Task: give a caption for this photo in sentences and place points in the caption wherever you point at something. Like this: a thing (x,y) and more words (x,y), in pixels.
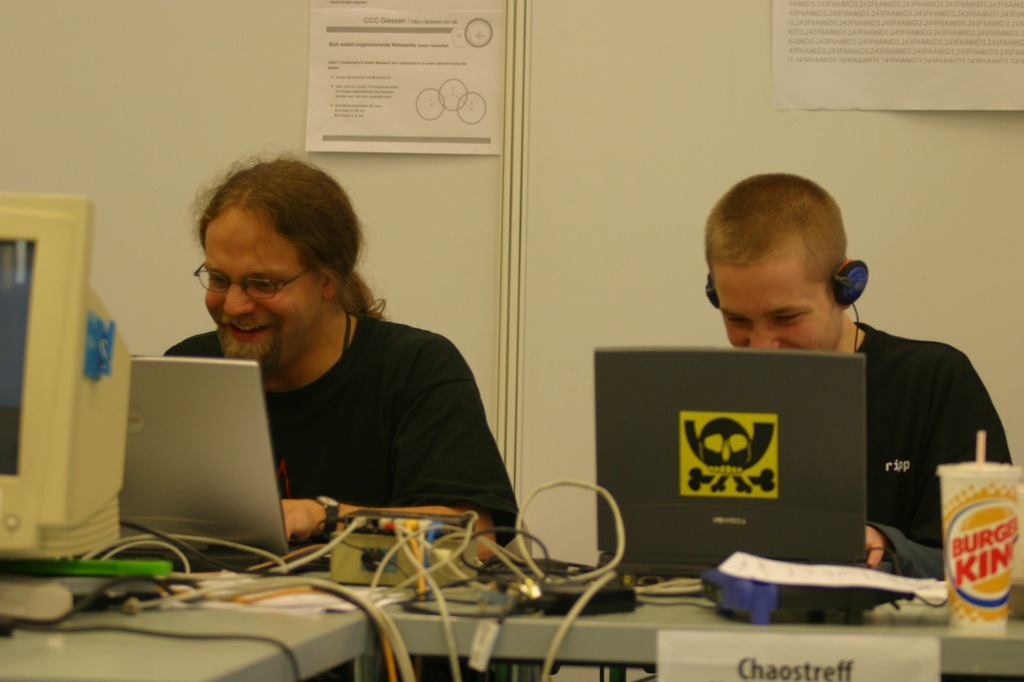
This picture is inside view of a room (389,290). In the center of the image (442,365) two persons (831,316) are sitting in front of laptop (832,393). On the left side of the image (79,458) we can see monitor (89,475), wires (242,584) and table (193,651) are present. On the right side of the image (731,673) board (860,658), glass (980,549) are there. At the top of the image (643,117) wall (682,92) and paper (872,48) are present.
